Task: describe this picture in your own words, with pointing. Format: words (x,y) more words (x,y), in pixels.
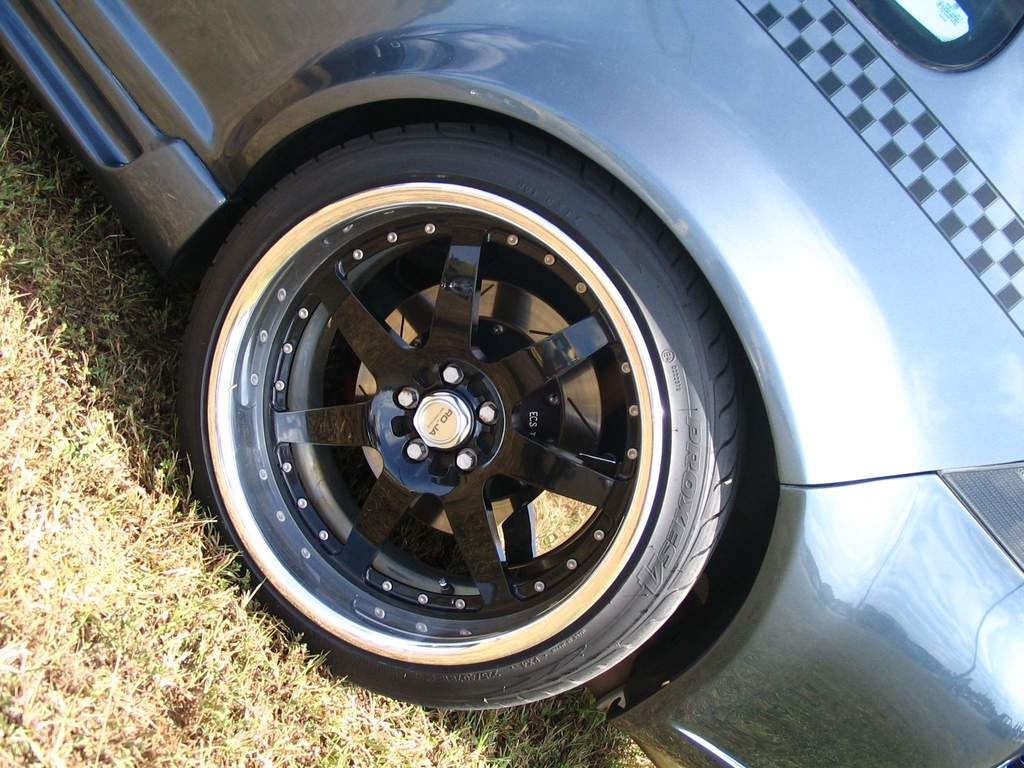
In the image in the center (440,307) we can see one car (457,112) on the grass (162,396).
